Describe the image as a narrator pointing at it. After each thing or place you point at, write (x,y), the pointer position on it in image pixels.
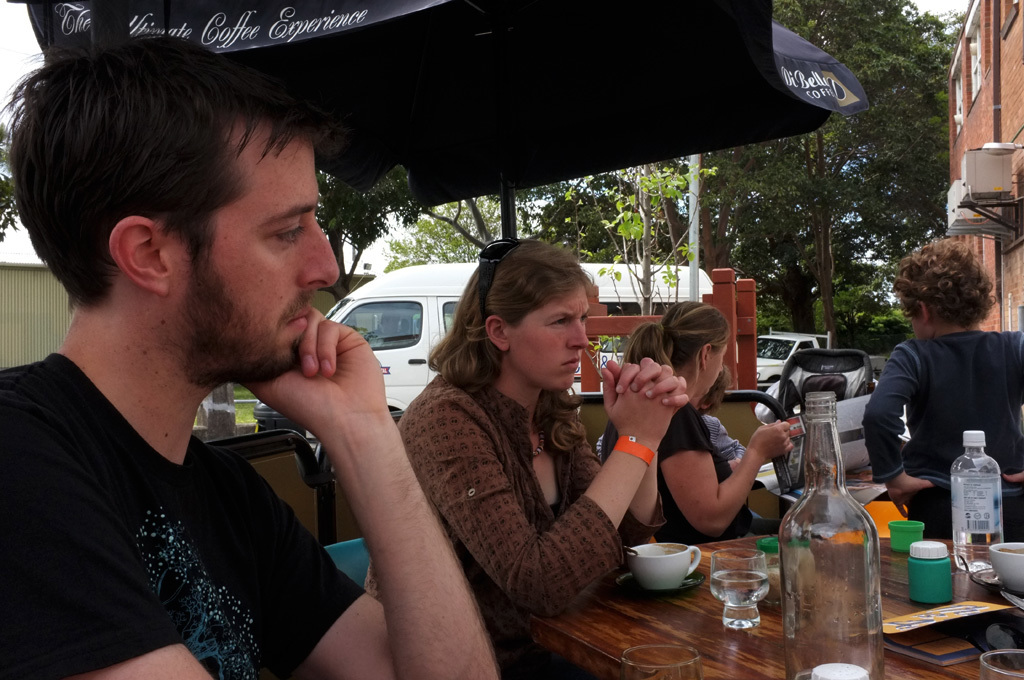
This image is clicked outside. There are four persons (688,449) in this image. To the left (200,548), there is a man (142,594) wearing black t-shirt (146,549). At the top (487,46) there is a tent (660,98) in black color. To the right (963,178), there is a building (976,102). In the background (787,332), there are trees (767,295) and cars (781,357). In the front (906,646), there is a table (888,585) on which bottles (863,602) and glasses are kept.
